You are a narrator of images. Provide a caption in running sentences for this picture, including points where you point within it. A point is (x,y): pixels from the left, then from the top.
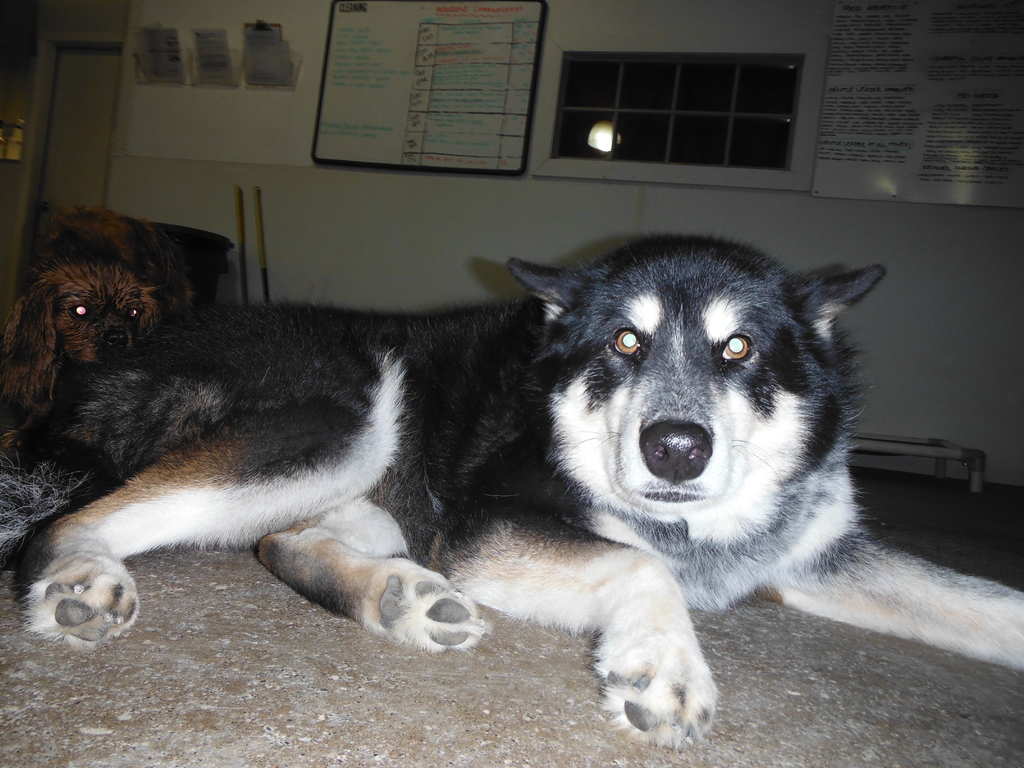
In this image I can see few animals (194,369) are on the floor (335,682). These animal (173,535) are in brown, white and black color. To the side of these animals (373,452) I can see the wall (478,269) and many boards (376,162) and papers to it. I can also see the windows (729,84) to the wall (491,221).
